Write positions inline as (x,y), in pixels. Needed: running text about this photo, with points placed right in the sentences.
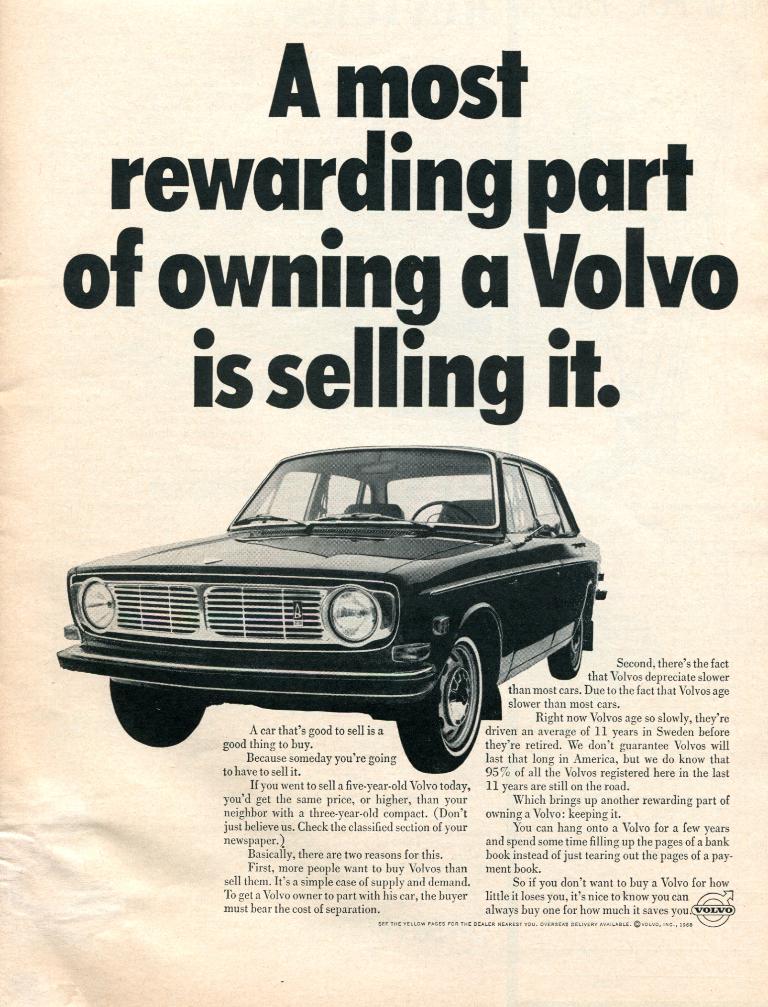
In this image we can see a poster (387,396) with some text (493,272) and an image (267,514).
